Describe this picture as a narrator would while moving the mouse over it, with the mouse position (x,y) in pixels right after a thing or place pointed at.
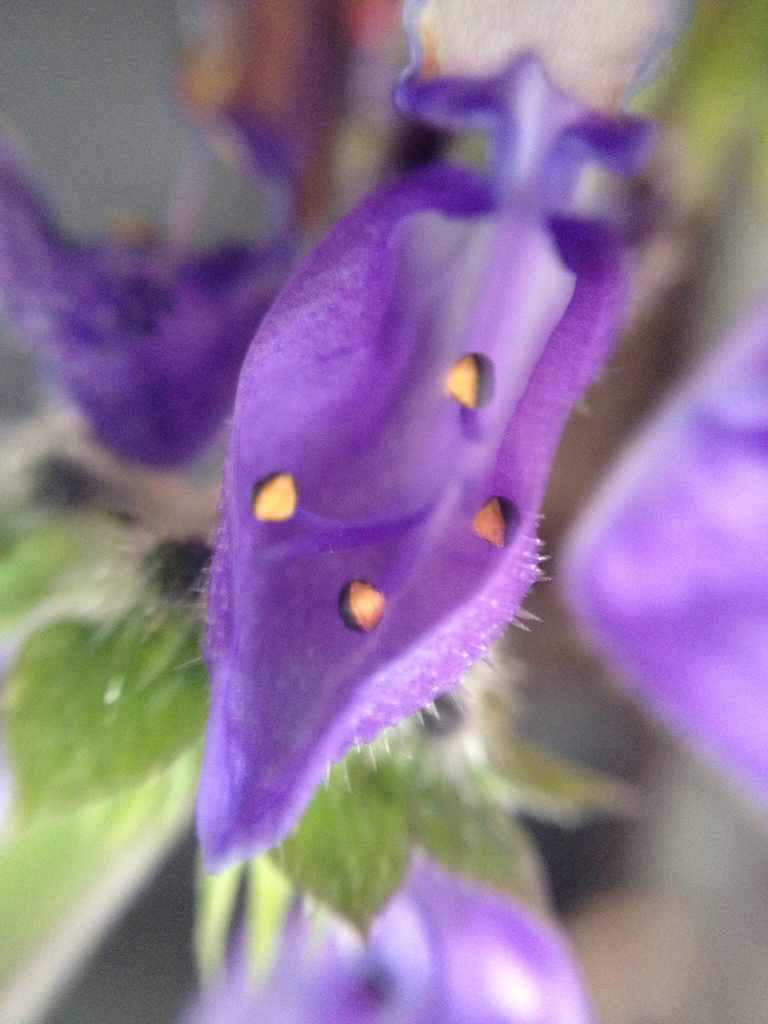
Here we can see flowers (520,480) and leaves (583,788). There is a blur background (741,855).
